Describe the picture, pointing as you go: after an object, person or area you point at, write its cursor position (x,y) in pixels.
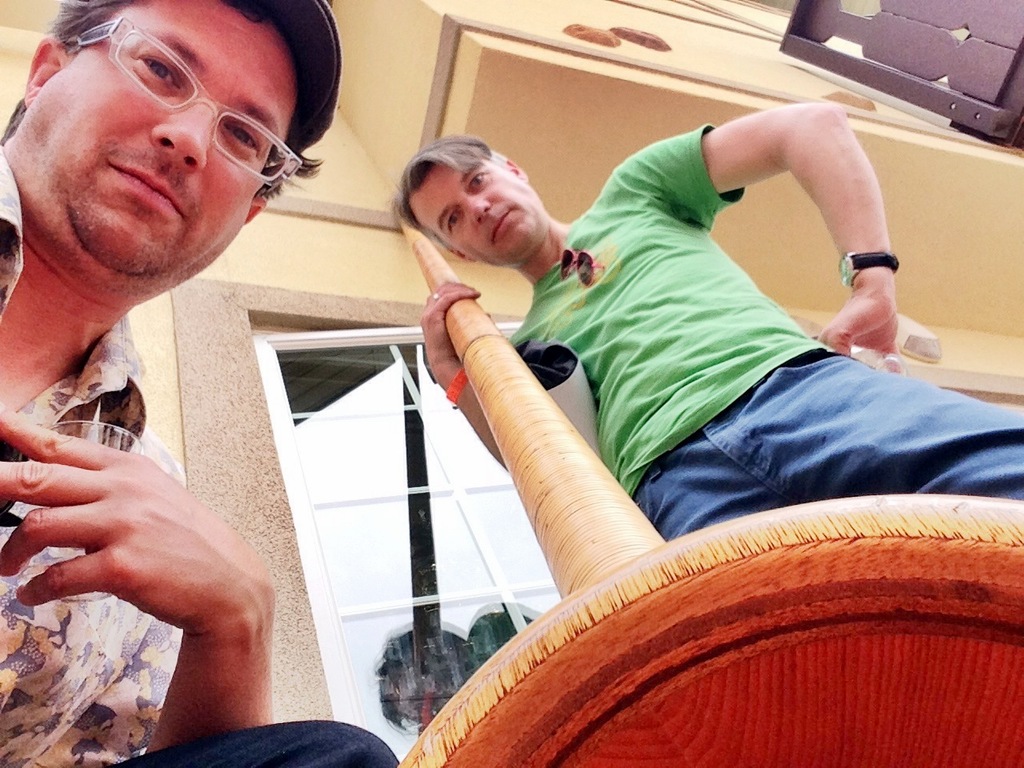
In this image we can see two men (990,429). One person (117,761) is holding a glass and another person (629,367) is holding a wooden pole (596,549). In the background (414,653) we can see a window (423,540) and a building (528,159).
